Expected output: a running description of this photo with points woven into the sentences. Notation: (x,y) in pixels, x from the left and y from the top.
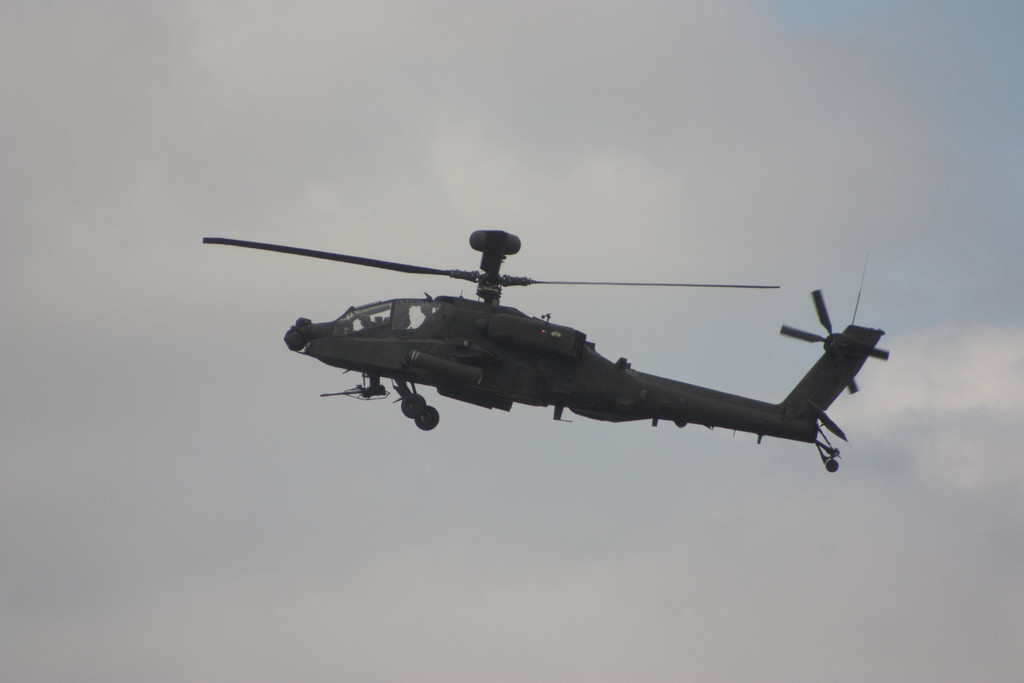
In this picture we can see a helicopter (526,395) in the air (620,488), and also we can see clouds (956,398).
